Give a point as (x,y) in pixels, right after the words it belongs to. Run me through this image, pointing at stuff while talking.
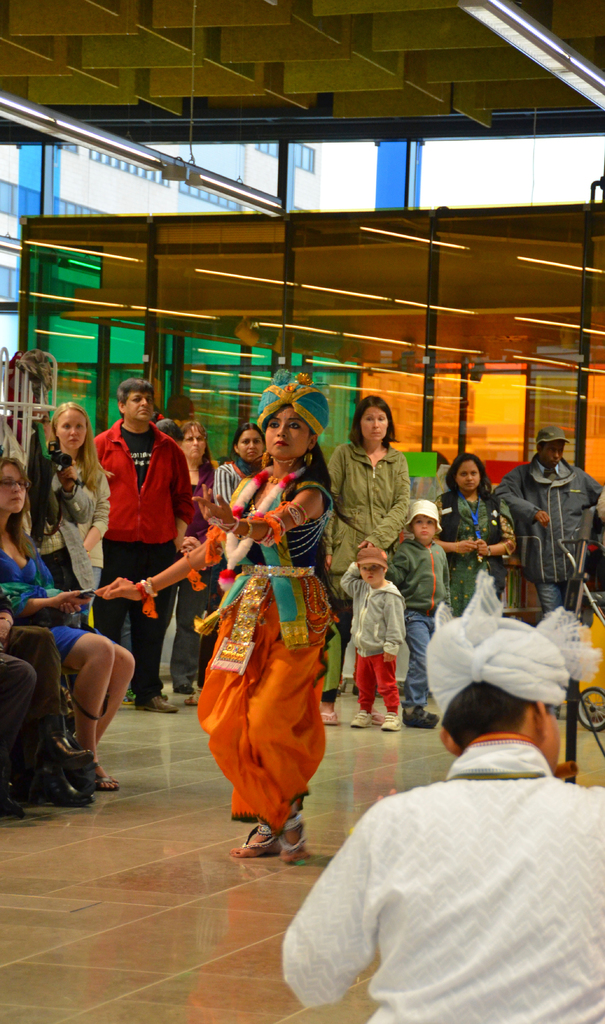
In this picture I can see there is a woman (156,596) standing and dancing on the floor (196,814) and there are some other people (22,679) in the backdrop (9,508). There are some buildings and the sky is clear.
